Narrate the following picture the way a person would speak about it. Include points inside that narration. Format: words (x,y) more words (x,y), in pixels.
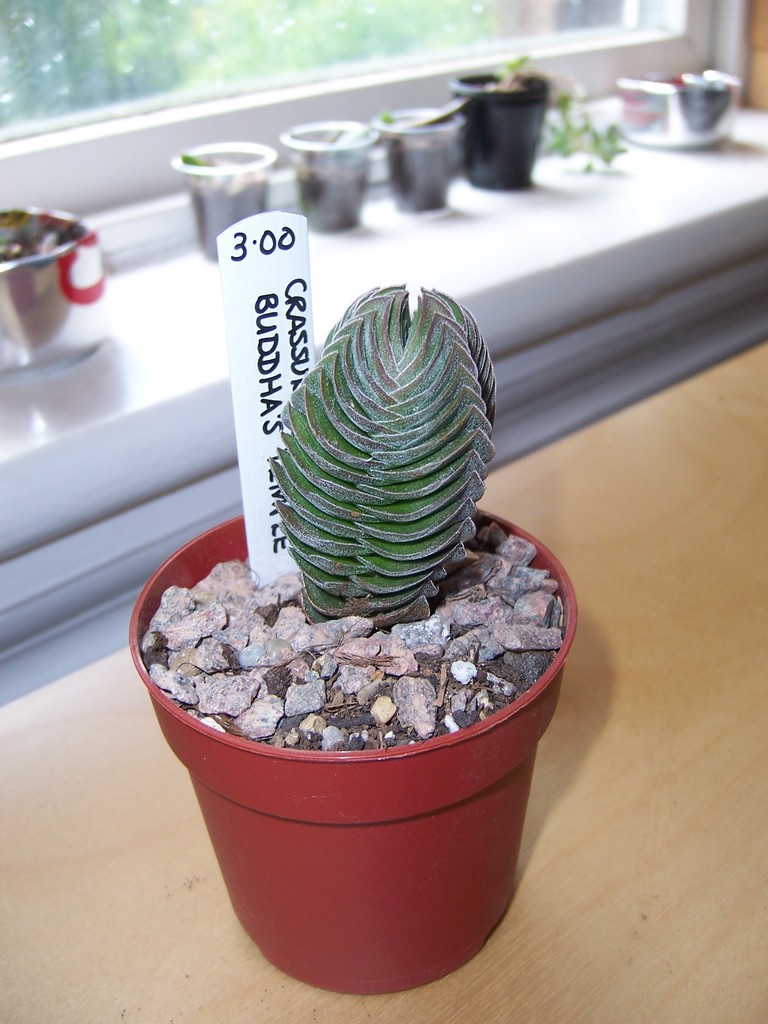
Here I can see a plant pot (304,874) placed on a wooden surface (645,782). Along with plant (373,529) there are few stones (248,639) and a piece of paper (248,471) in the pot (327,668). On the paper (268,351), I can see some text (258,298). In the background (308,177) there are few other pots (311,163). At the top of the image (251,46) I can see the glass (324,37).
